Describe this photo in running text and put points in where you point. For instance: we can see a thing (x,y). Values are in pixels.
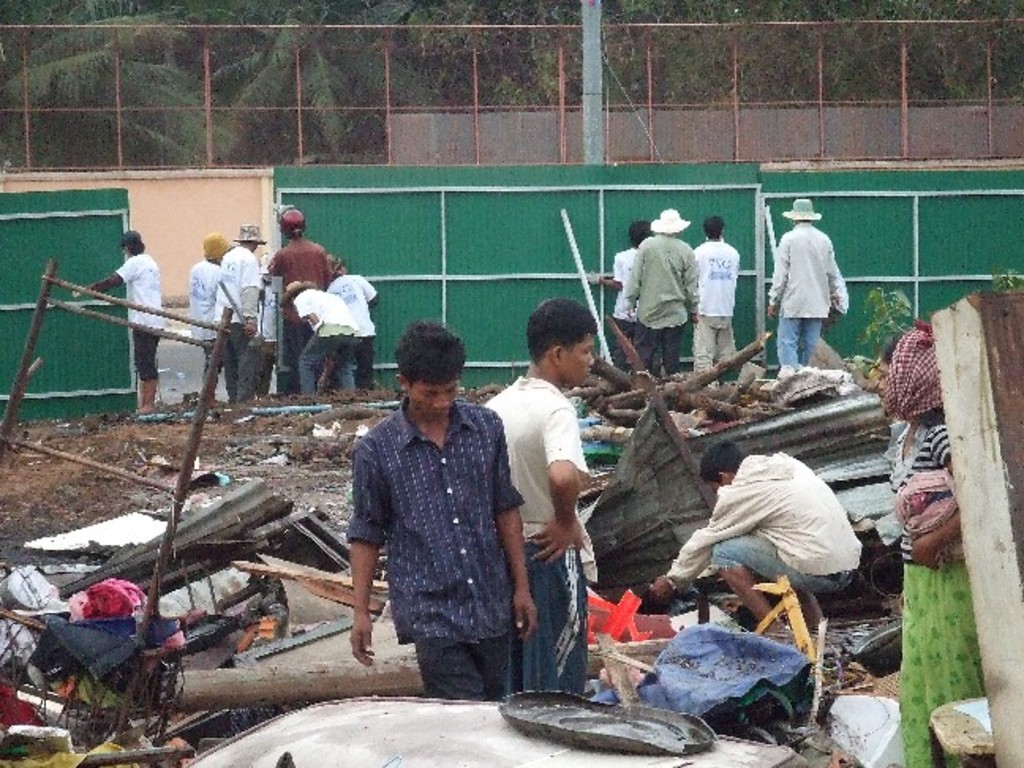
In this image we can see there are people (422,623) and objects (695,607). There is fencing (451,134) and trees (304,112).
